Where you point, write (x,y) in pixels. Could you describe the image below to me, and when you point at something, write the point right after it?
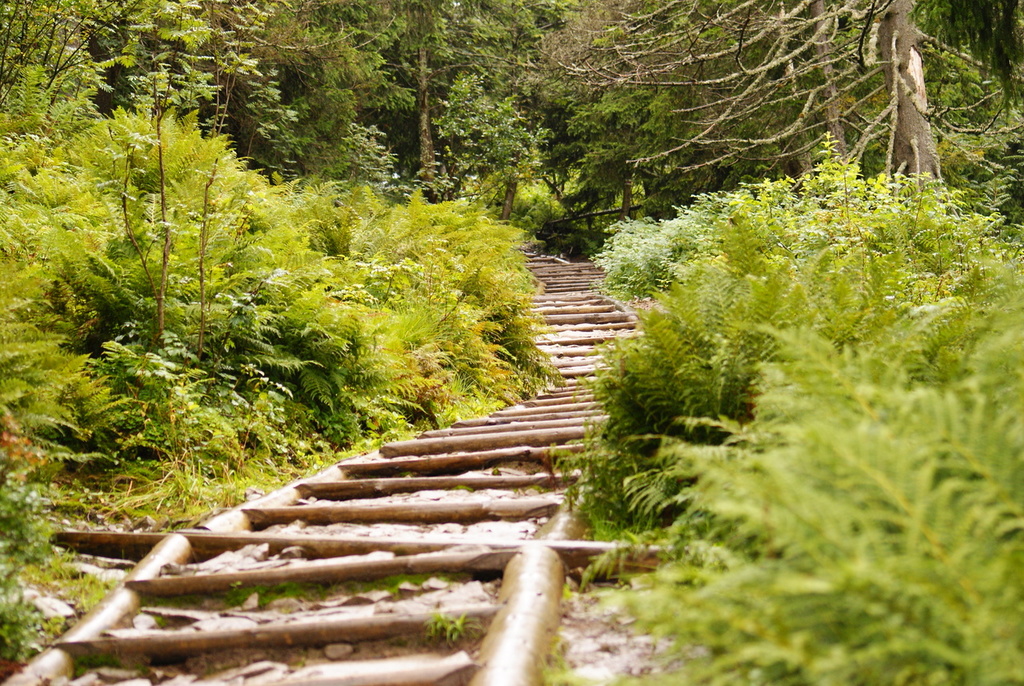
In the center of the image (384,451) we can see wooden stairs (305,535). On the right (754,8) and left side of the image (293,360) we can see trees (727,100) and plants (627,339).
